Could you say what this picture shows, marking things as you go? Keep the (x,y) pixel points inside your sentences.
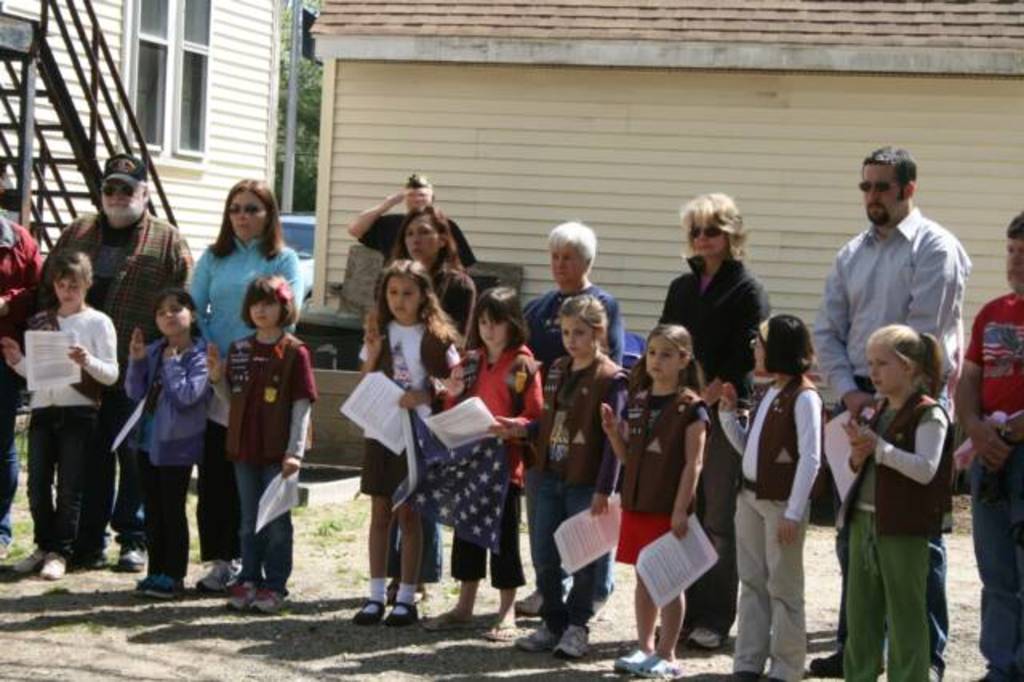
In this image we can see few people (411,365) standing in the ground (368,557) and some of them are holding papers (30,339) in their hands (403,403) and in the background (676,89) there is a building (221,51) and trees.
